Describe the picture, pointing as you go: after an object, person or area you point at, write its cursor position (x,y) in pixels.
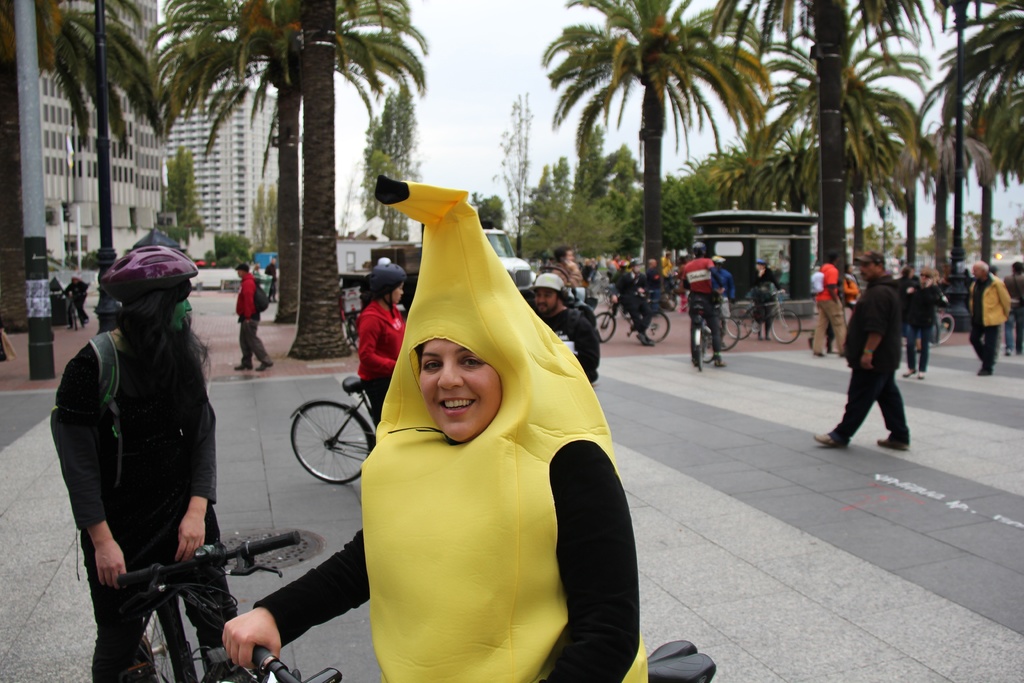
In this picture we can see a woman (501,520) wearing yellow costume (488,563) and standing in the front (450,622). Behind are some people (564,317) walking on the pedestrian area (803,360). Behind there are some coconut trees (763,154) and white buildings (88,190).
